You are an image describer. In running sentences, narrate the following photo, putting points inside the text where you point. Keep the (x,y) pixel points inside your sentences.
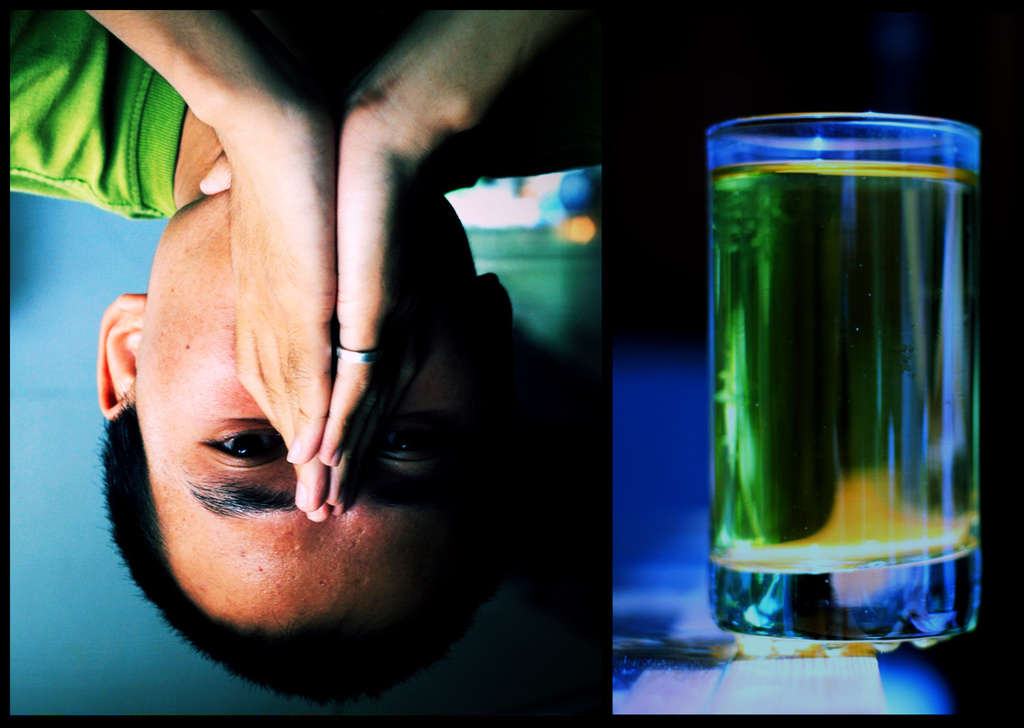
In this picture we can see a person (328,404) here, on the right side (915,475) we can see a glass (852,426).
